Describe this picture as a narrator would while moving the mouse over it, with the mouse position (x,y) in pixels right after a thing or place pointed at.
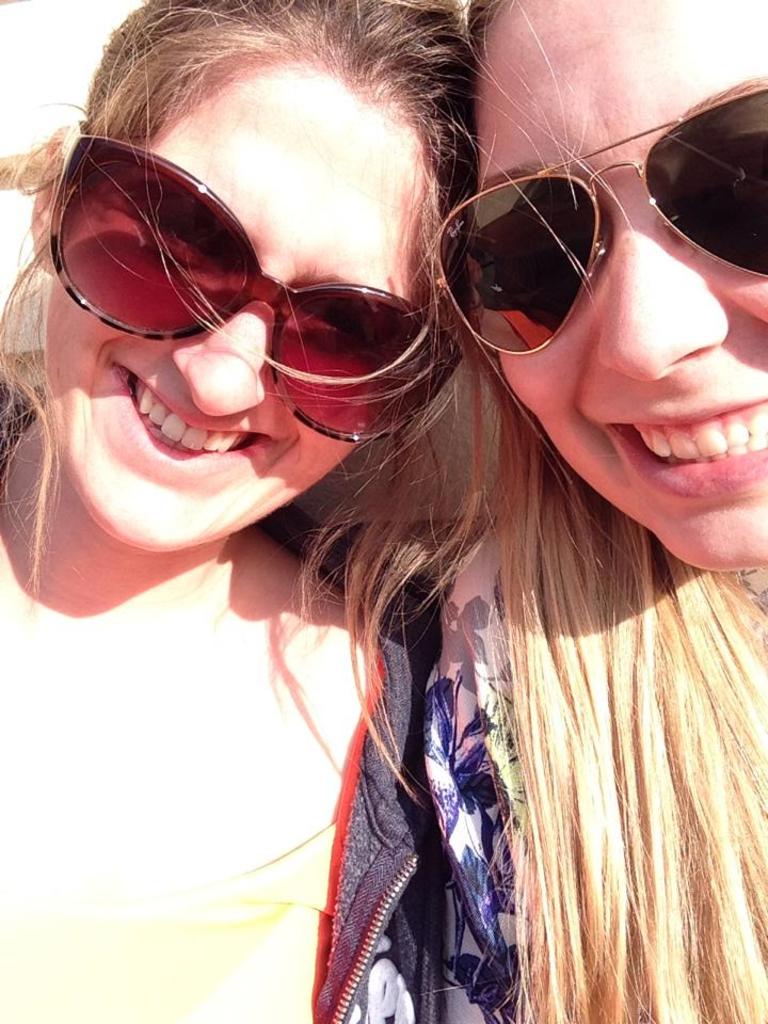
In this image we can see two ladies (421,657) wearing glasses (527,235) and smiling.
